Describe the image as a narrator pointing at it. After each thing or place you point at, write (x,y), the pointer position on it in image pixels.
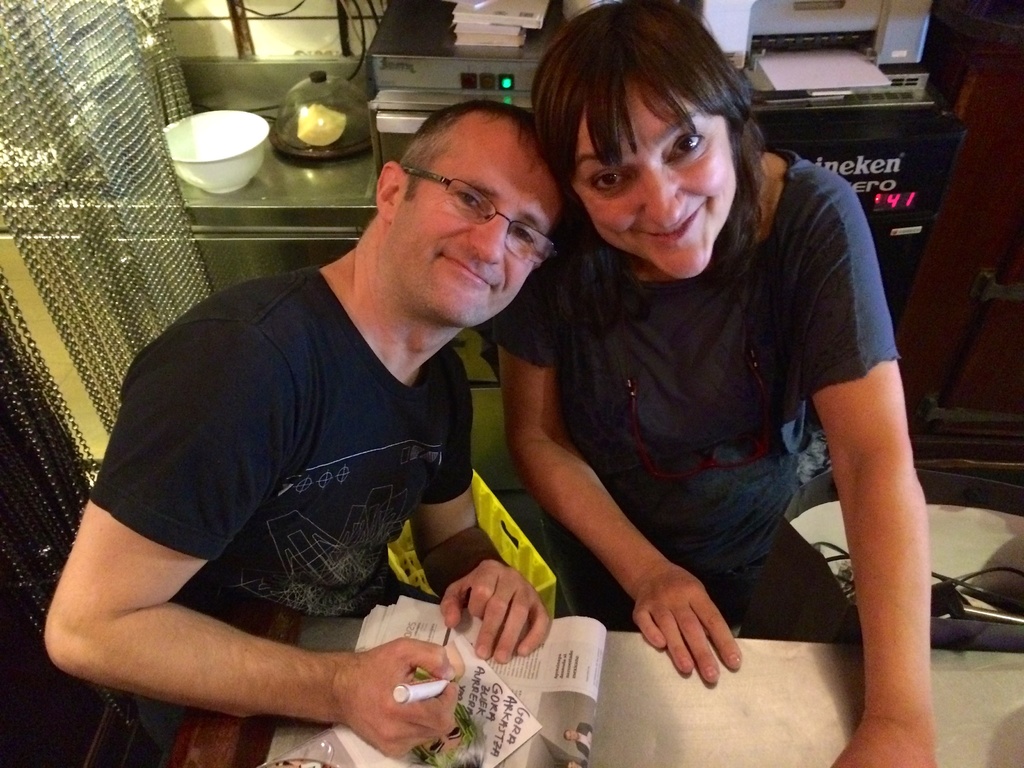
There is a man (382,352) and a woman (522,359). Man (420,360) is wearing a specs (462,199) and holding a pen (422,692). In front of them there is a platform (604,715). On that there are papers (550,724). On the floor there is a basket (528,561). In the back (234,229) there is a platform (254,176) with bowl (222,165), glass food cover (300,145). Inside the glass food cover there is a food item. Also there are hanging chains (124,179). There is a printer (840,101) and some electronic devices (876,165).
